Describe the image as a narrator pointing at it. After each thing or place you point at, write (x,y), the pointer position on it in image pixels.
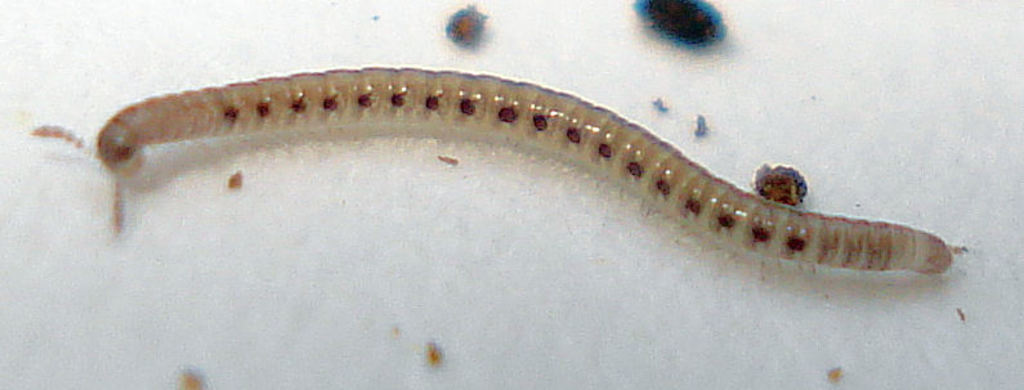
In this image there is an insect (758,216) in the background (181,10) it is white.
